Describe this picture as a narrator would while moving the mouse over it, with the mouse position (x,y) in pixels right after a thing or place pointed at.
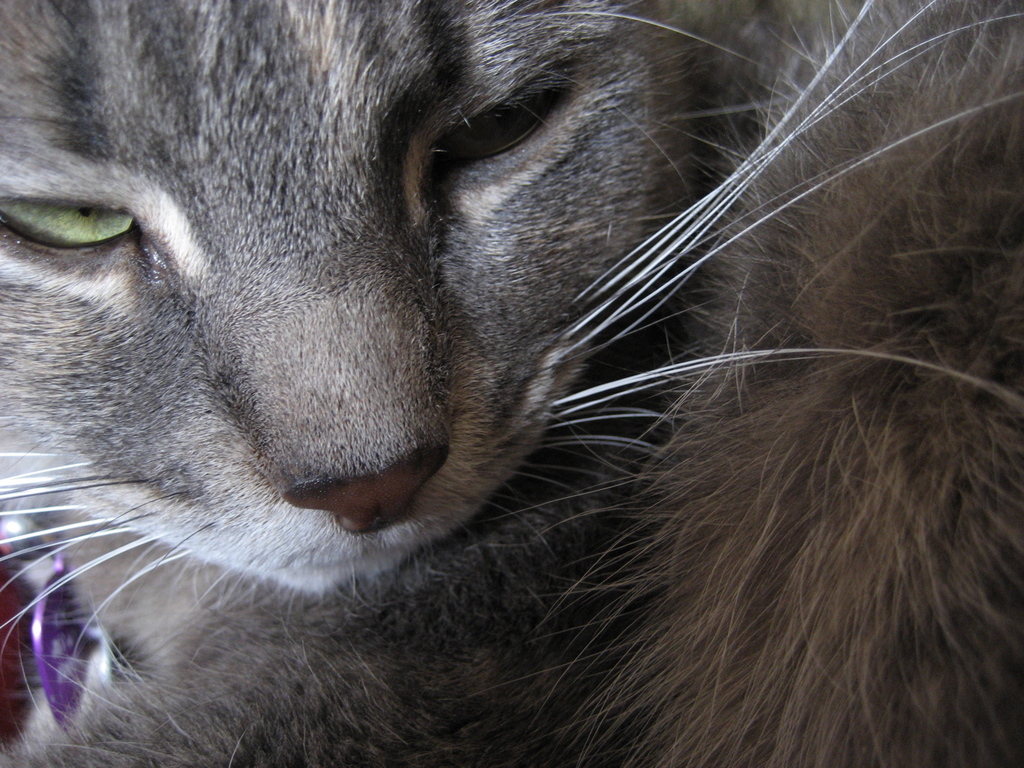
In this picture, there is a cat (497,349) which is in grey in color.
